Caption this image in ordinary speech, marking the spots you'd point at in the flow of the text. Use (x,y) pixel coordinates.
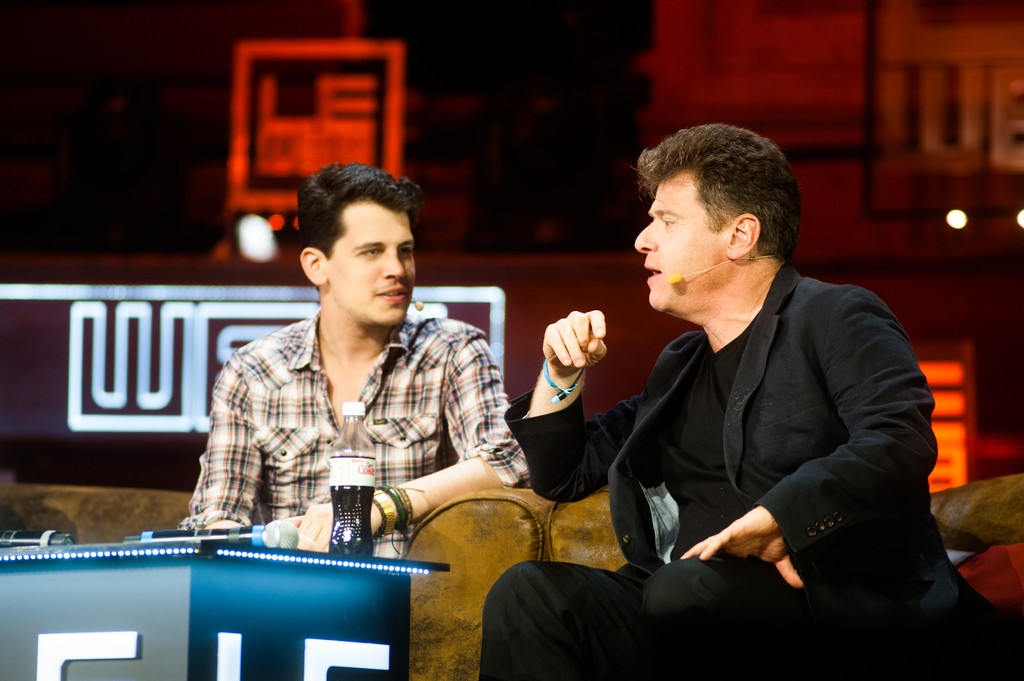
In this picture we can see there are two people (645,386) sitting on chairs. In front of the people (434,503), it looks like a table (136,606) and on the table (170,595) there are microphones (215,532) and a bottle (367,490). Behind the people (408,379) there is the blurred background (752,55).
